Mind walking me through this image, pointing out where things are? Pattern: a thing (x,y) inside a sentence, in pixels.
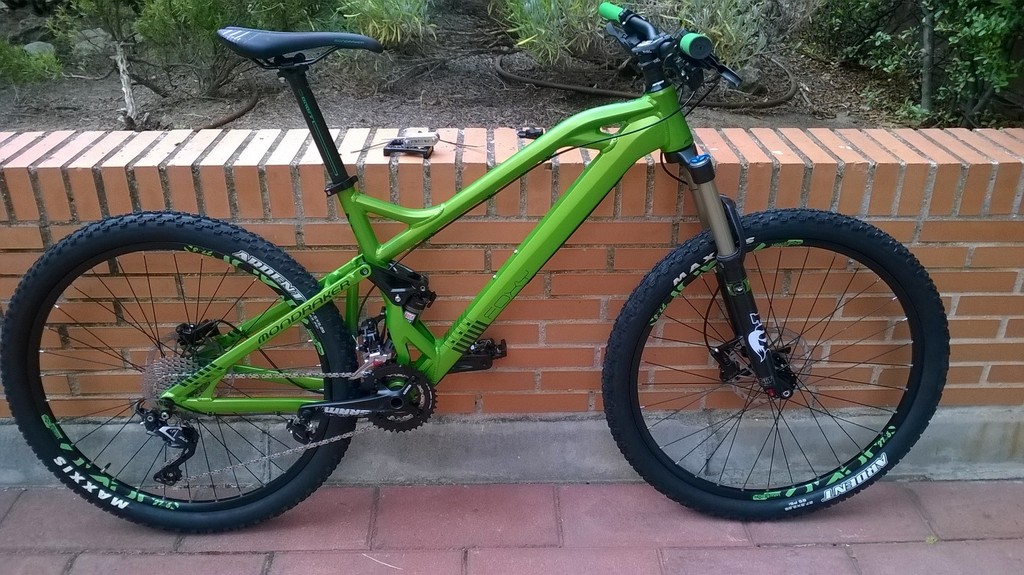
In this picture I can see bicycle (910,338) and I can see small brick wall (466,132) and I can see few plants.
